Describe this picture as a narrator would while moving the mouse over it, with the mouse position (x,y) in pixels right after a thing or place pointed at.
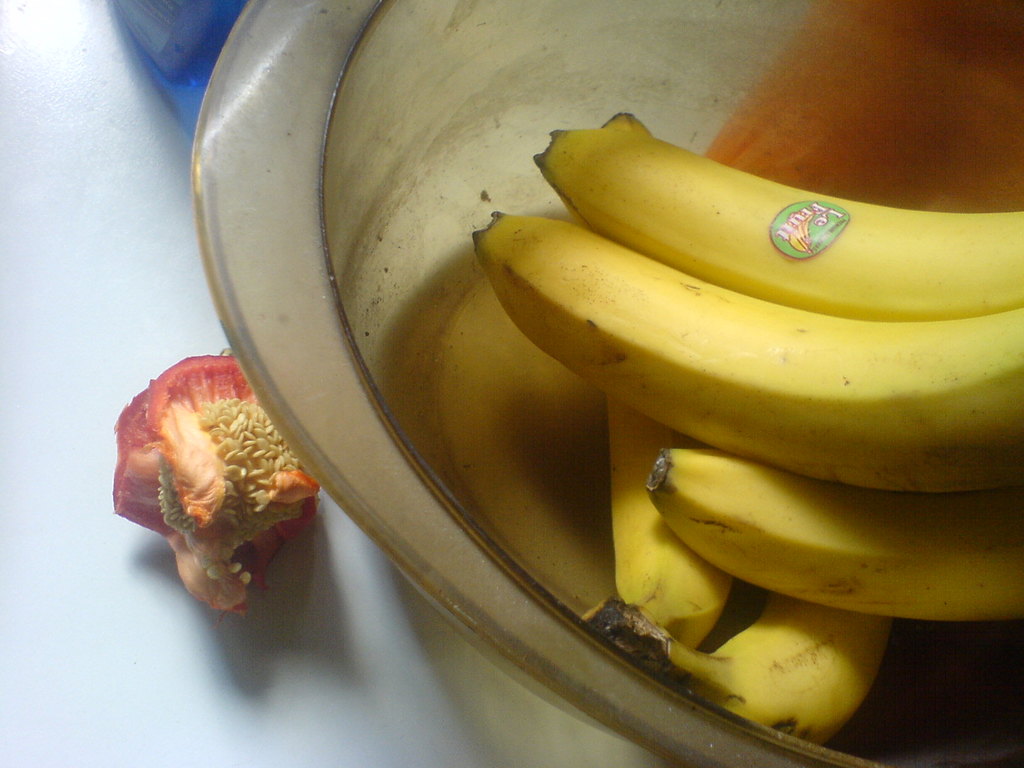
There are bananas (685,371) in a bowl (391,473) in the foreground (469,487), it seems like a fruit (197,475) on the left side (197,475).
